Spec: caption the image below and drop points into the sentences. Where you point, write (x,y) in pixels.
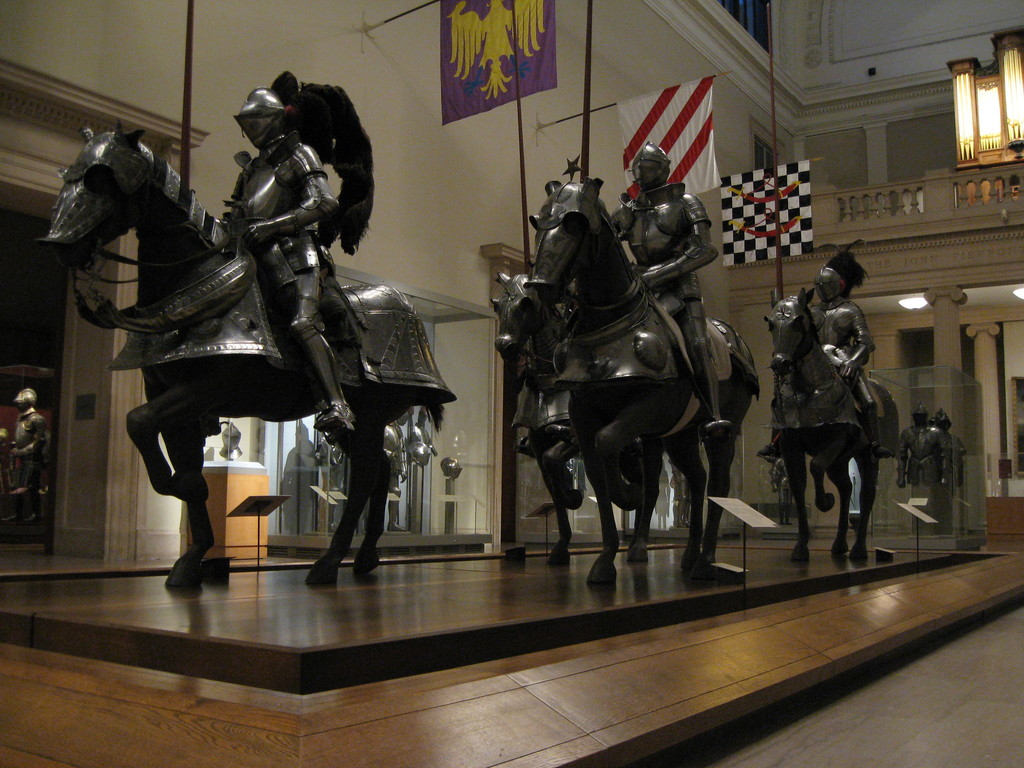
At the bottom of the image (581,652) there is a floor (651,614) with statues (206,337) of horses (511,303) and men (682,275). In the background (731,261) there are walls (395,66) with flags (508,84) hanging to it. At the right corner of the image (911,170) there is railing (907,205), pillars (962,297) and walls (952,243). Also there are few statues (34,425) inside the glass (295,451).
